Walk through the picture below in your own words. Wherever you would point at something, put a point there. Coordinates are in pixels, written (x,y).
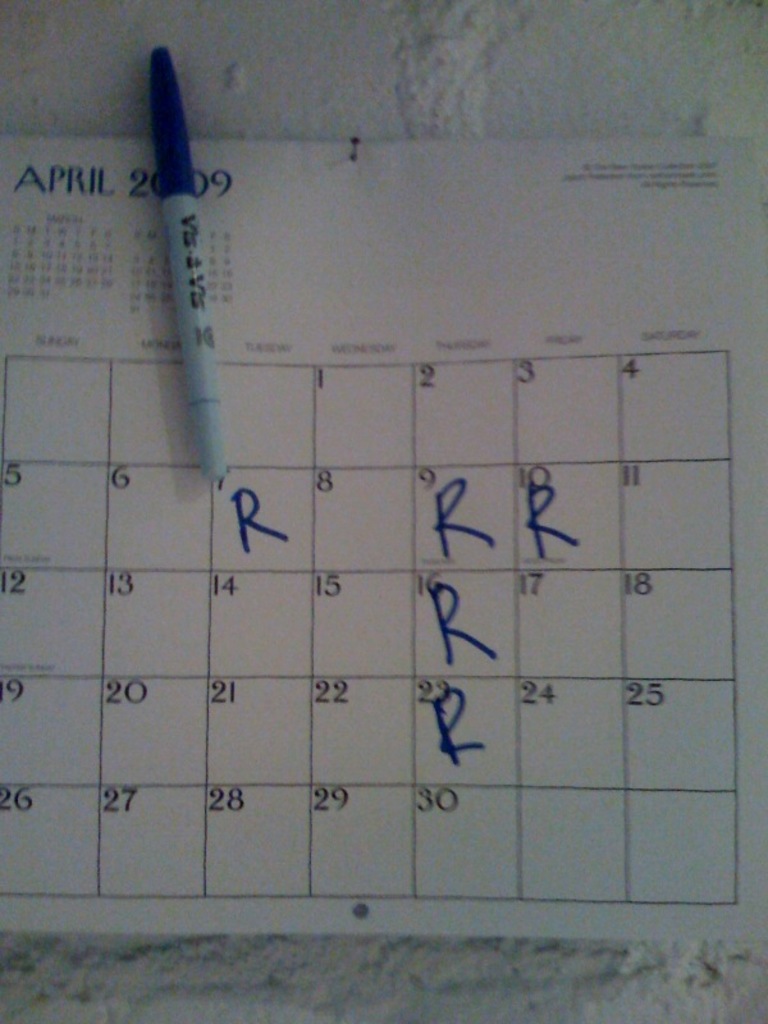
In this image I see a calendar (388,218) on which there is a word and numbers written on it and I see a marker (220,464) over here and I see that there is an alphabet "R" (555,531) written on few dates (471,537) and I see that this calendar (393,738) is on the white surface (507,55).
